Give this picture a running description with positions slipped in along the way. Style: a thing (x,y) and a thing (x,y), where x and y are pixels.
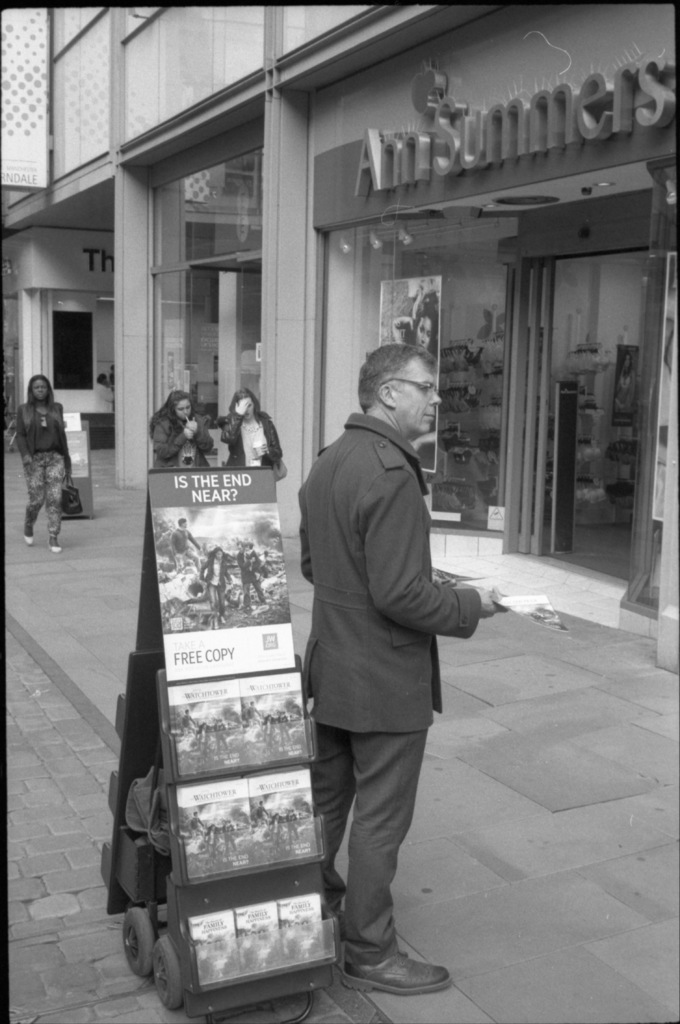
This is a black and white image. In this image we can see a stand (159,775) with wheels (144,952). On that there are some items (149,782). Near to that there is a person (372,655) wearing specs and he is standing. And he is holding something in the hand (496,605). There is a sidewalk (460,708). There are few people (152,438). There is a building (130,197). On that there is a name (505,117).
